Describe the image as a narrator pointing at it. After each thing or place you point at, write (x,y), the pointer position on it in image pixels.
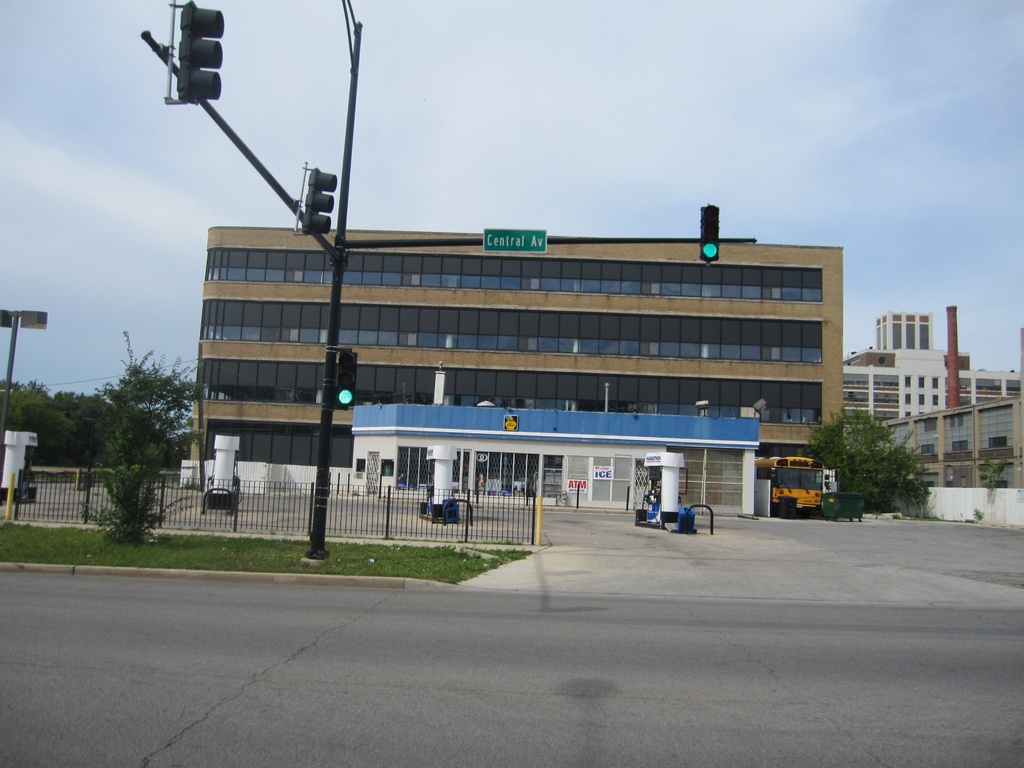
Here we can see buildings (894,323). There are trees (27,411), poles (344,248), traffic signals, boards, fence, grass (491,564) and a vehicle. This is a road (256,668). In the background (276,171) we can see sky (810,186).
